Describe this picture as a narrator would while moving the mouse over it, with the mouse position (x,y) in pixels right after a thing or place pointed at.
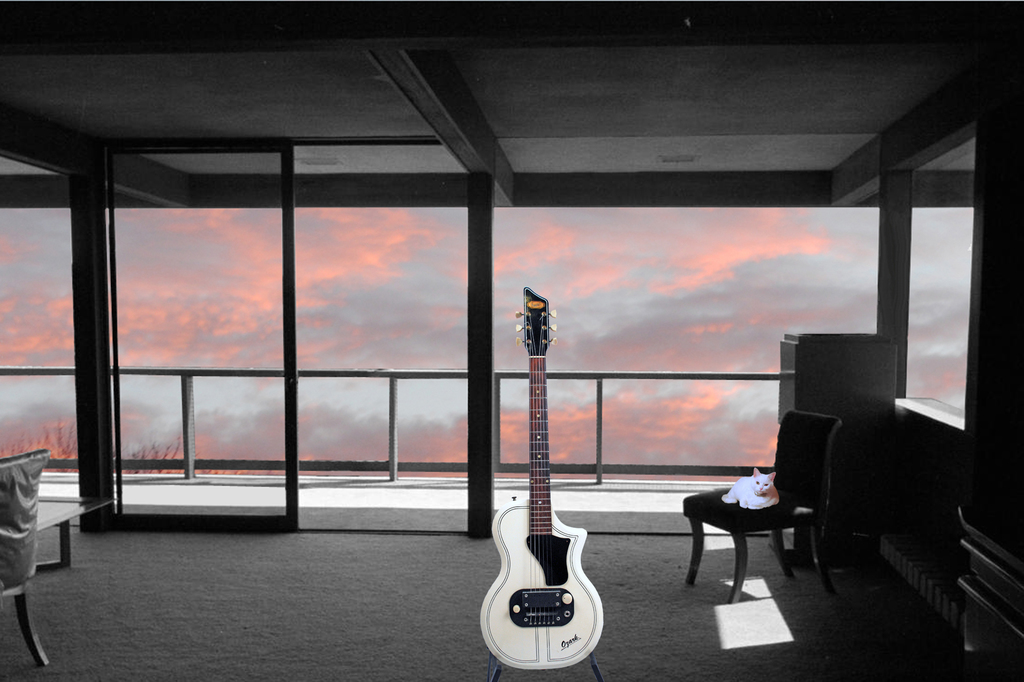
Here we can see a guitar (537,346) placed in the center (526,321) and on the right side (833,436) we can see a cat (750,496) on a chair (797,452) and on the left side (33,487) we can see a chair (33,505) and table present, we can see a balcony (153,368) in front of that, we can see the sky (278,225) is cloudy.
